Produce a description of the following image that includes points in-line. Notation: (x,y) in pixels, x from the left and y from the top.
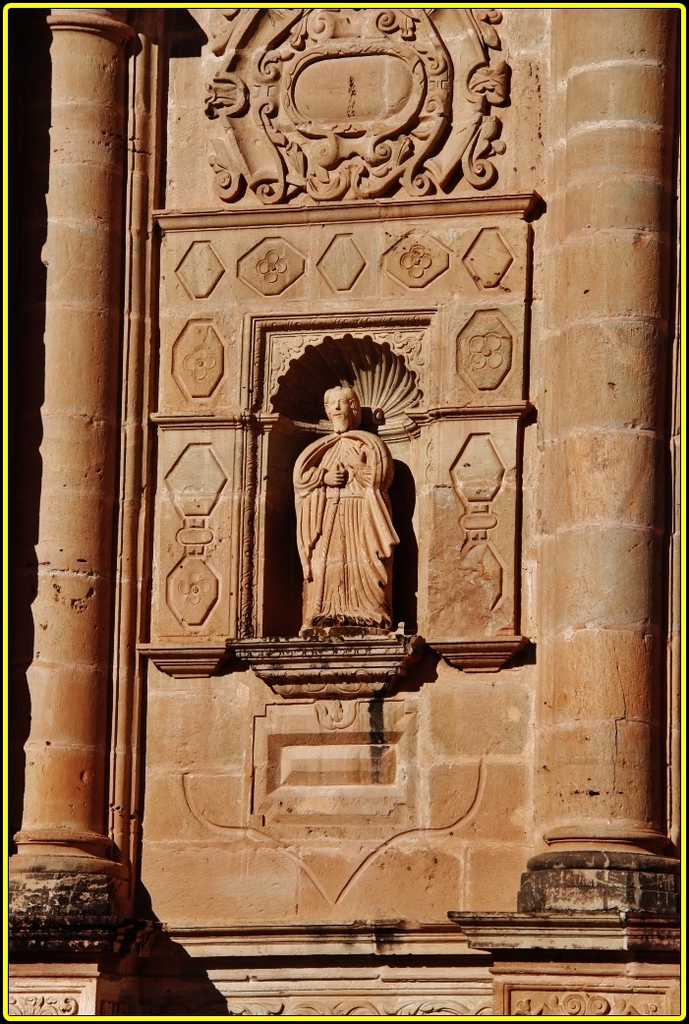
In this image we can see the wall (517,699) and some carved sculpture (331,462) on the wall (509,800).
